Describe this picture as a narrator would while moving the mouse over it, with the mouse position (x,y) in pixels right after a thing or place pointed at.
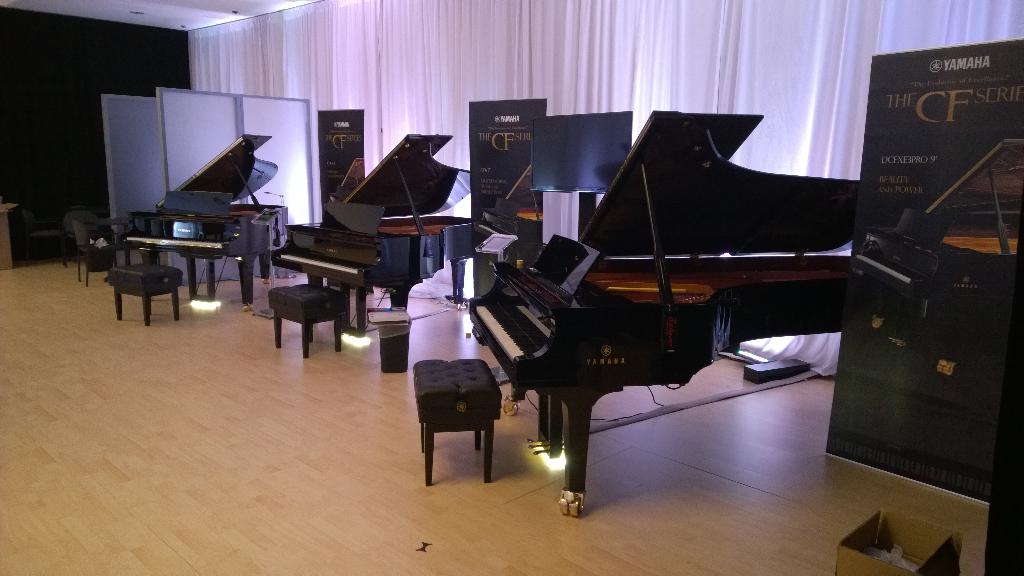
In the room (596,244) there are three pianos (596,325) and three chairs (429,404). To the right side (951,288) there is a banner (866,402). There are three banners (879,237). In the background (468,57) there are curtains (562,43) with white color.
